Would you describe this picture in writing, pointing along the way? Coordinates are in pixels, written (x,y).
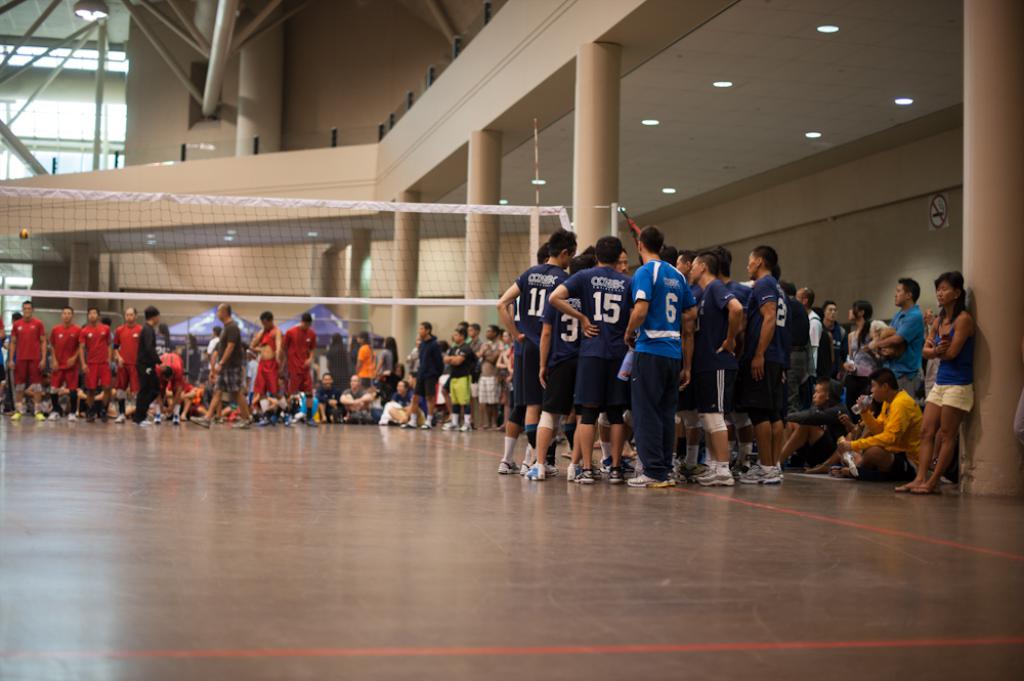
There are groups of people (691,370) standing and sitting. This looks like a volleyball net (283,215). These are the pillars (395,235). I can see the ceiling lights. I think this is the iron poles (102,49). I can see the canopy tents (317,319).
